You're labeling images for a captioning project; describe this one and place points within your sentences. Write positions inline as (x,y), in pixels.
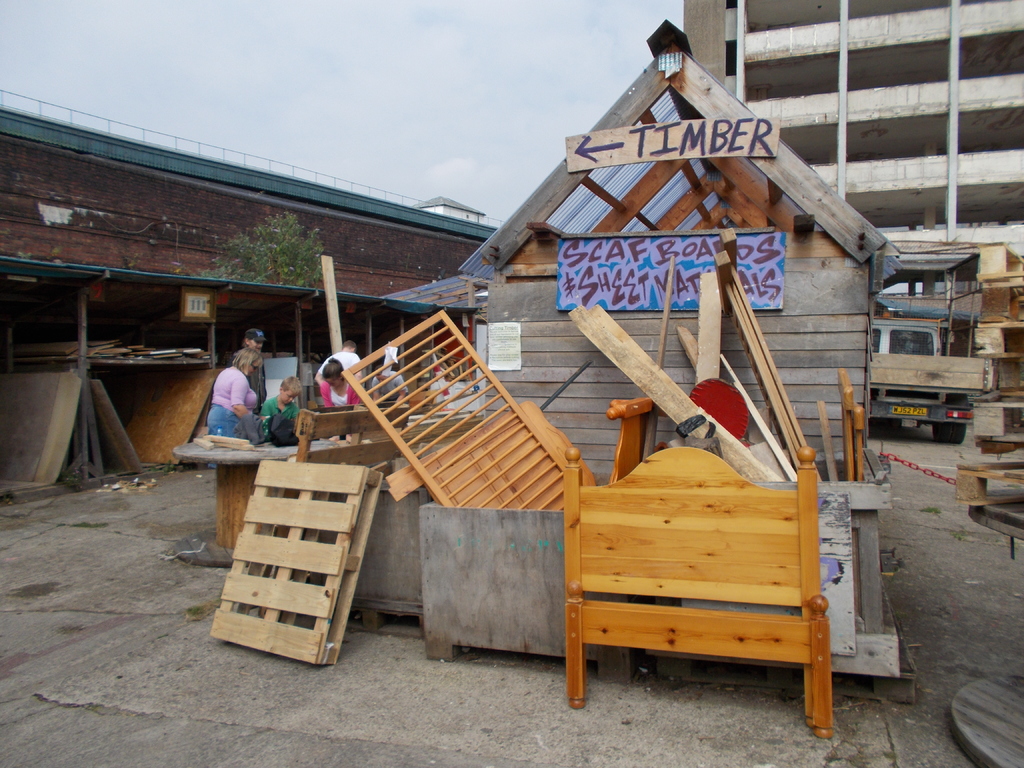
There are people (248,388) and we can see objects (282,426) on the table (247,451) and we can see sheds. We can see wooden objects (682,469), wooden planks (723,441) and boards (667,380) on this shed (548,268). On the left side of the image (314,278) we can see plywood sheets (129,448) and plant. In the background (341,211) we can see building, vehicle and sky (507,56).
